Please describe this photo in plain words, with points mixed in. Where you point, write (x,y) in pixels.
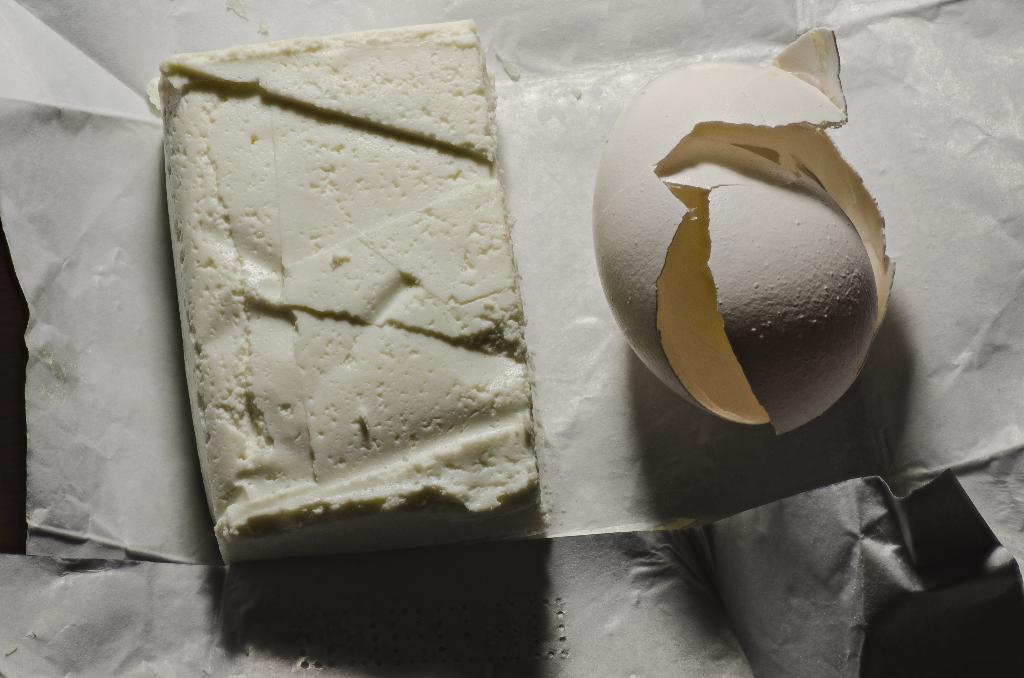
In this image, we can see egg shells (758,316) and food item (343,389) on the white paper (659,482).
